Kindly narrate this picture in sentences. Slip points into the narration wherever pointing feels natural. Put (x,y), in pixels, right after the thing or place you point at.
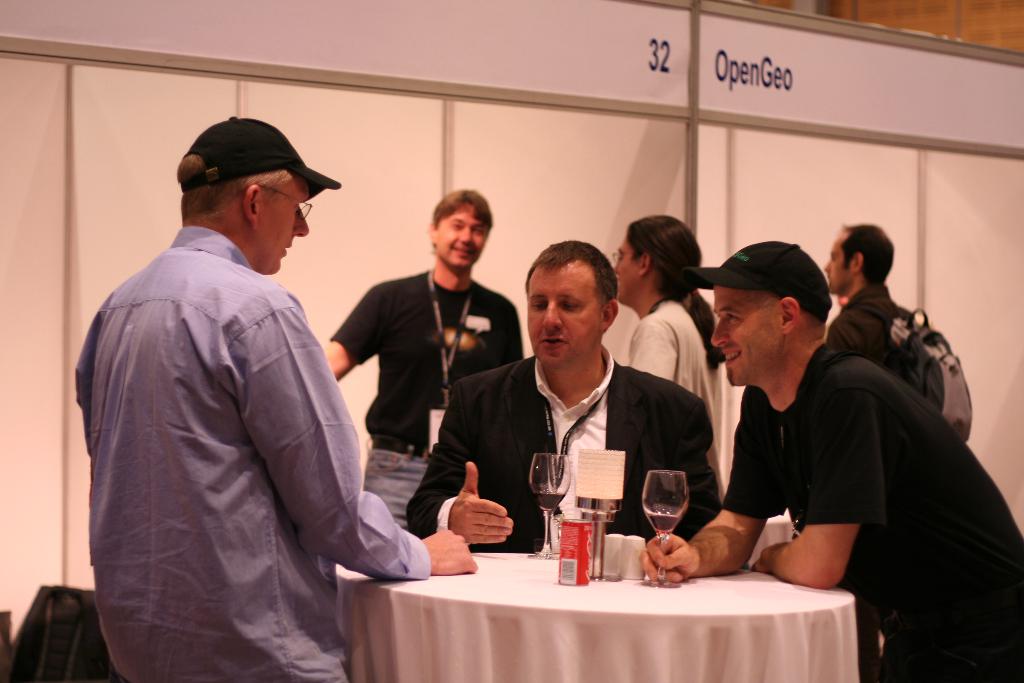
In this image there are group of people (875,497) who are discussing between them by standing around a round table (577,623). On the table (659,589) there is a glass (659,527) and cool drink (570,545). At the background (878,301) there is a banner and a man (872,282) who is wearing a bag (943,359). And the man (154,329) to the left side (254,142) is wearing a cap (237,153).
